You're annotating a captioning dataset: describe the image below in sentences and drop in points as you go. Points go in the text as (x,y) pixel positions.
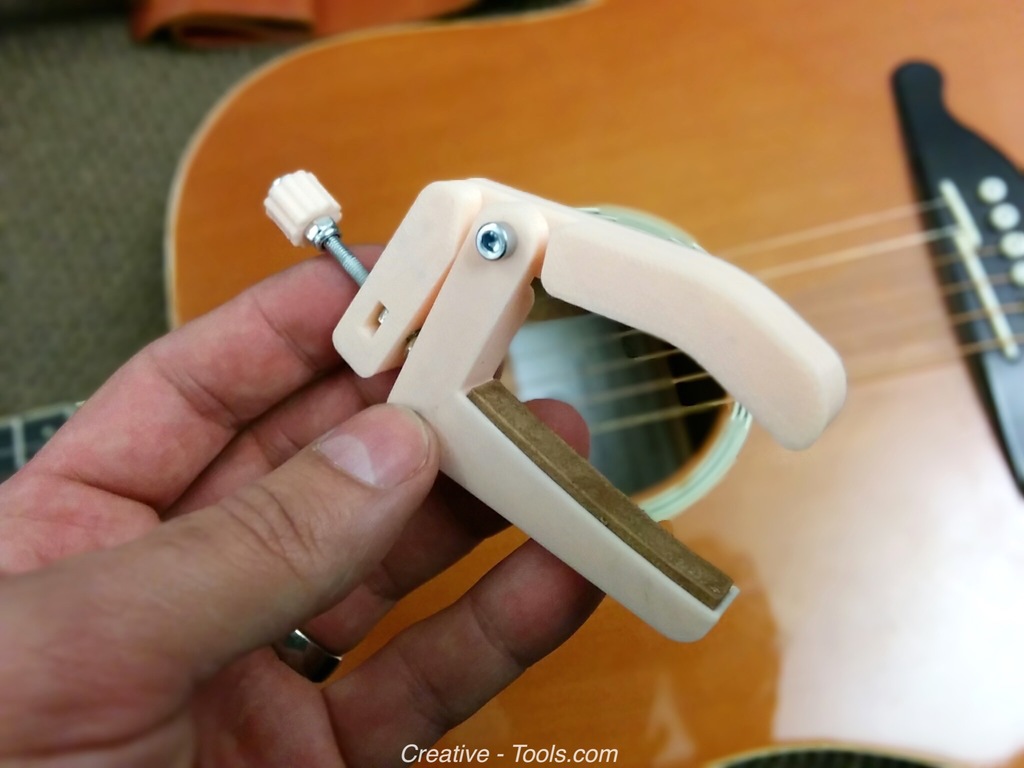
The image consists of a guitar (804,185) and a hand (304,601) with a guitar capo (494,379) in it.
